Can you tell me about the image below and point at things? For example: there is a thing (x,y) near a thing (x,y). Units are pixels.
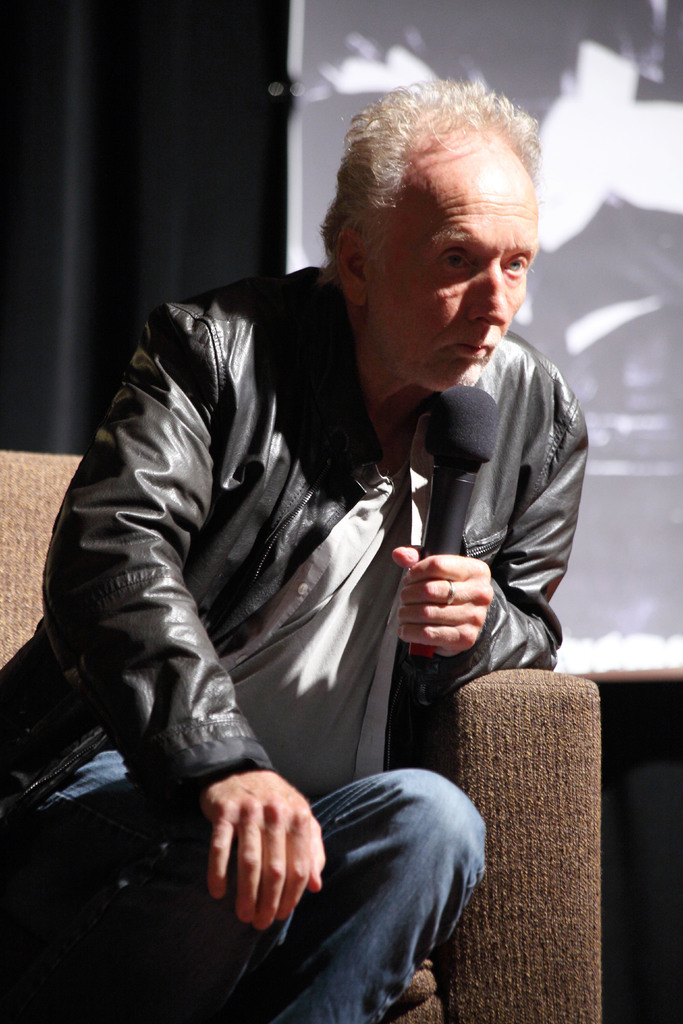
There is a man (287,528) sitting on the sofa (417,1021) and he is holding a mike (467,465) with his hand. In the background (611,469) there is a screen (606,251).
